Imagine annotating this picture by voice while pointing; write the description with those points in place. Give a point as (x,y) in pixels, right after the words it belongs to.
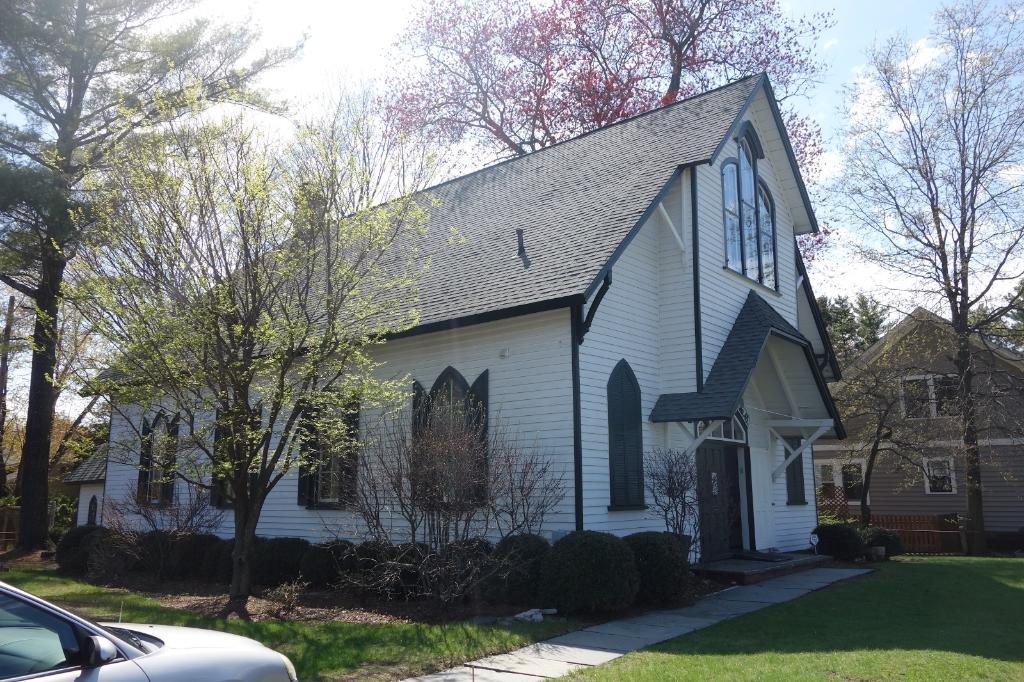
In this image in the center (509,378) there are two houses (576,384) and some trees (236,420), plants (685,481). At the bottom (555,639) there is grass (808,615) walkway (664,619) and one car (116,638), on the top of the image (363,71) there is sky (858,60).
